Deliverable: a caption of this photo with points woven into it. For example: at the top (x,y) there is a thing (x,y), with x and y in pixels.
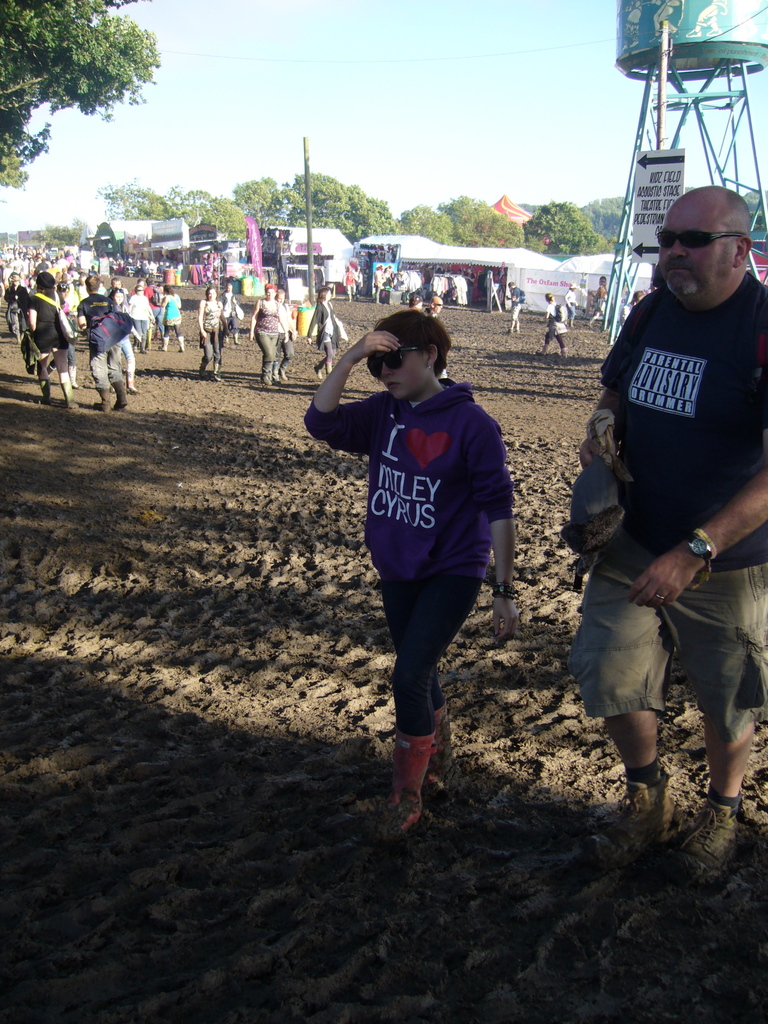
In this image there are people (656,522) are walking on a sand land (190,383), in the background (688,6) there is a water tank (703,7), tents (571,275), trees (350,240) and a sky (371,82).
